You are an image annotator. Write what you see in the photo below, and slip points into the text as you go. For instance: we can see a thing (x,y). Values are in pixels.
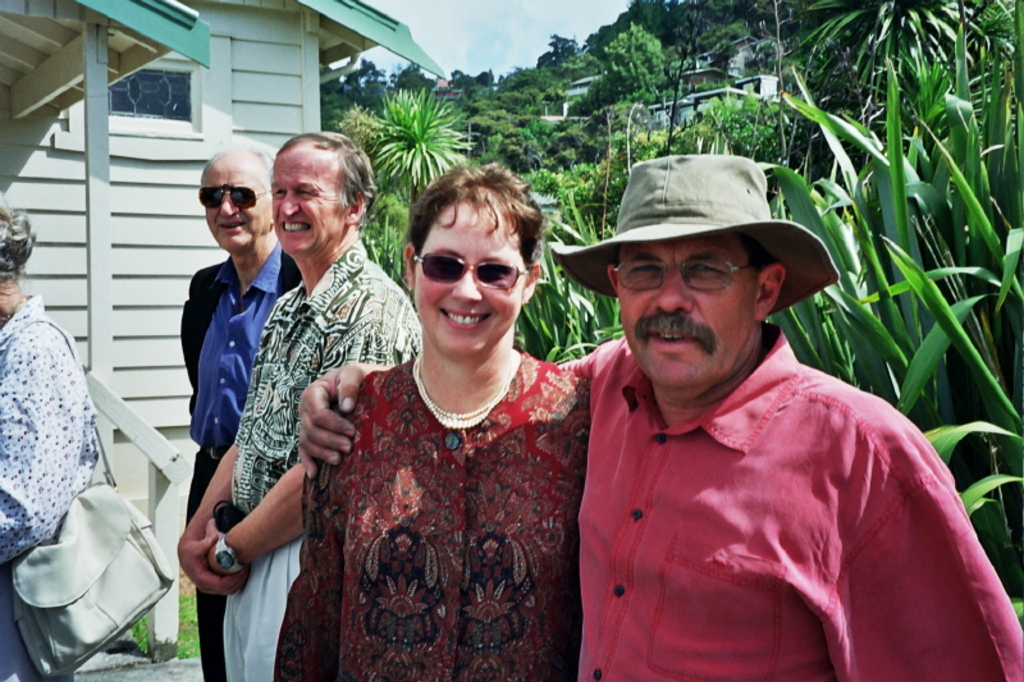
In this picture I can observe some people (332,350) standing on the floor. There are men (708,427) and women (433,332) in this picture. Some of them are wearing spectacles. In the background (46,98) I can observe house (193,153) and trees (536,179).
